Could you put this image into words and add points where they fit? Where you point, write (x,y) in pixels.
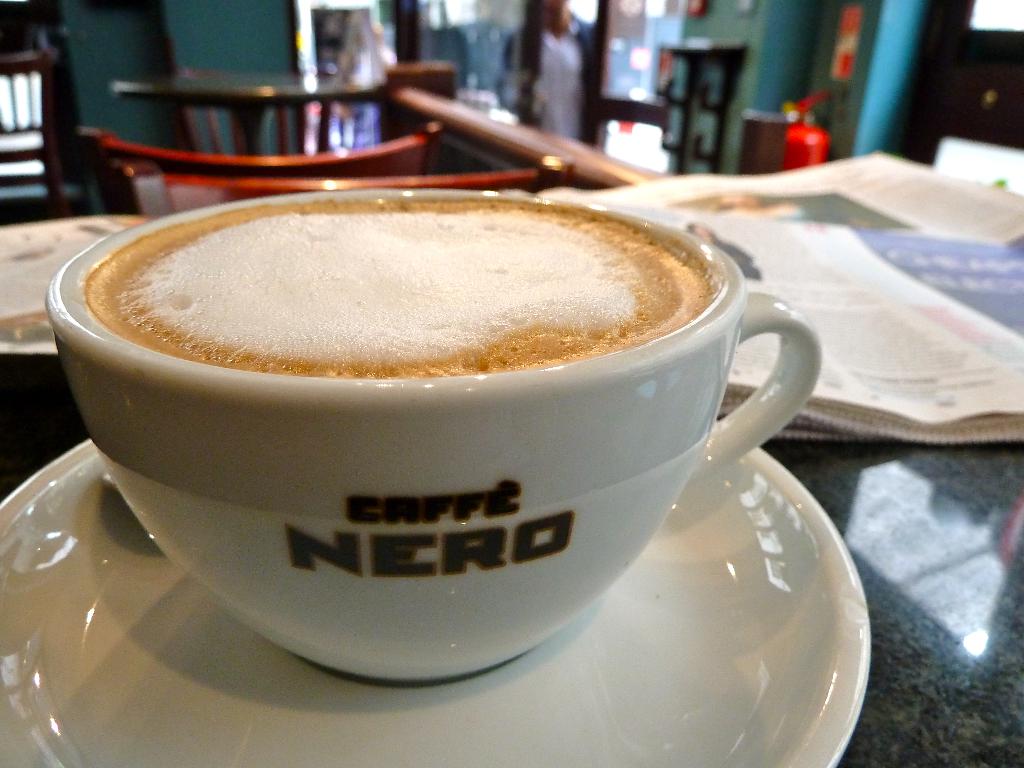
There is a table (906,539). On the table (914,578) we can see a cup (597,397), saucer (705,675), and papers (823,277). There are chairs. In the background (127,60) we can see a person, fire extinguisher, wall (845,95), and a door (608,85).
